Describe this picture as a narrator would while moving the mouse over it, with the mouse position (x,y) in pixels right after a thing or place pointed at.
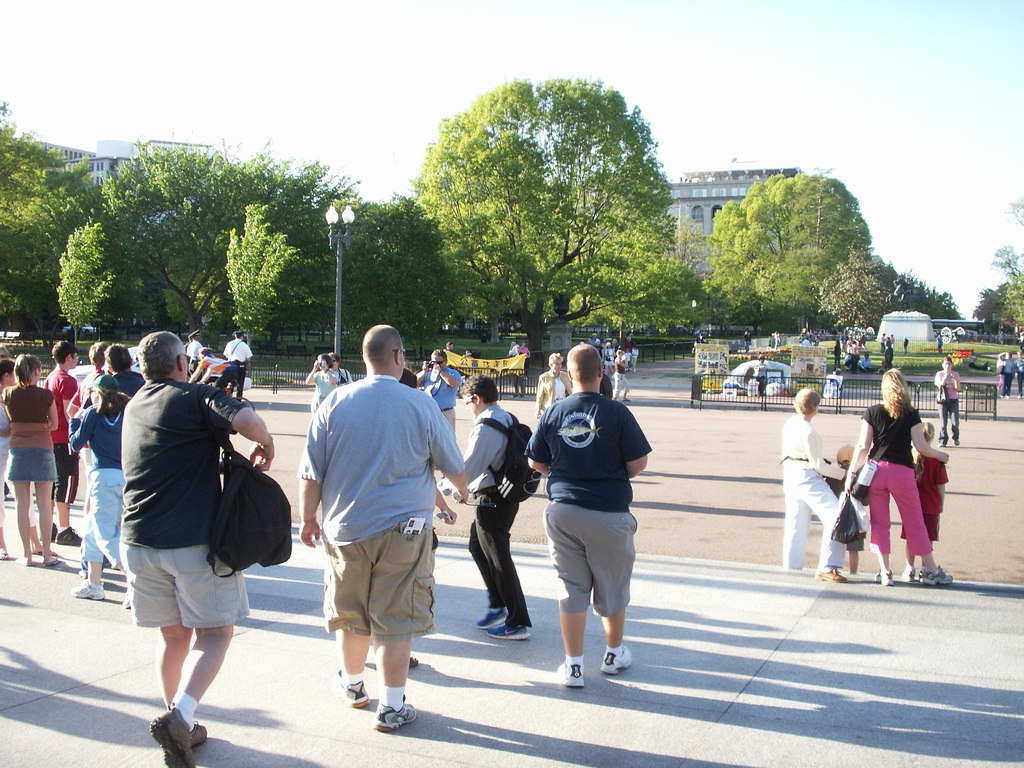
Here some people (483,480) are standing and some people (416,490) are walking, here there are trees (413,284) and buildings (716,198), this is sky (686,132).
